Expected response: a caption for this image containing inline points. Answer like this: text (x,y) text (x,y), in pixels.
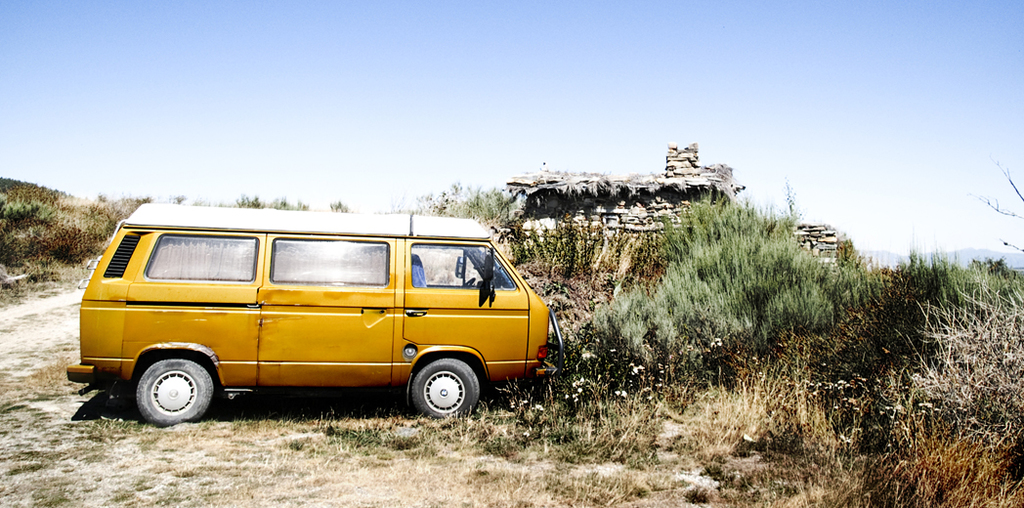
In this picture I can see a van (210,351) in front (240,248) and I see number of plants (656,323) and in the background (159,147) I see the sky (671,95).
